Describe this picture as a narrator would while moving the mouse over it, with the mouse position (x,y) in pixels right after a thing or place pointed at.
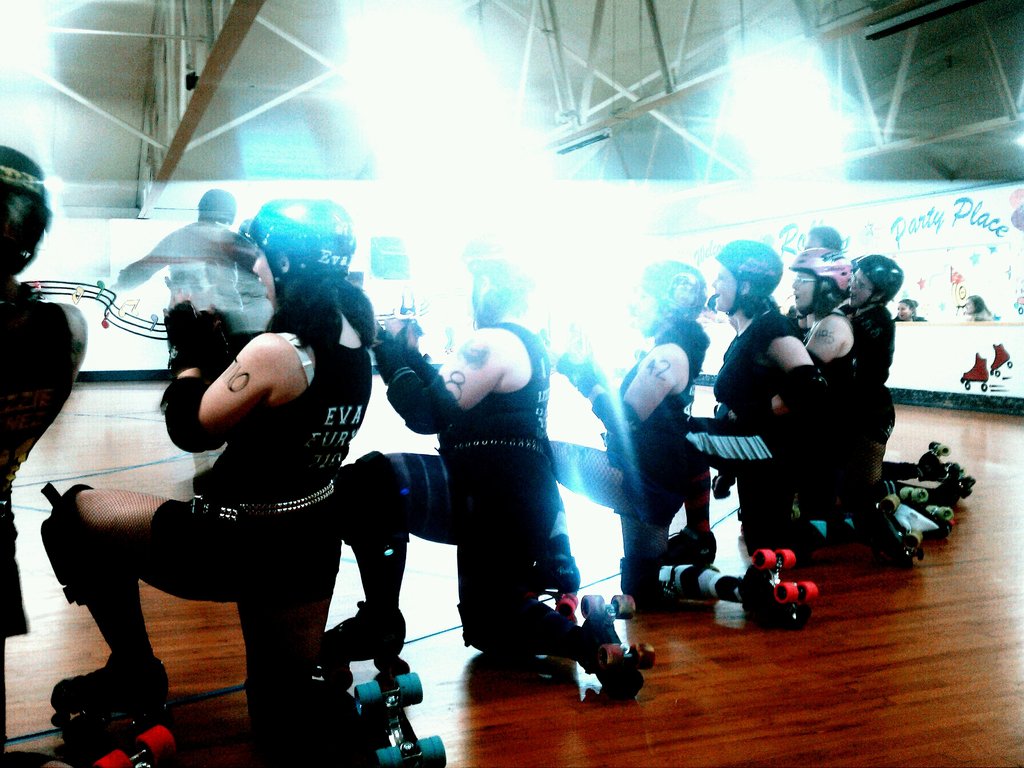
In this image we can see a few people (506,404) with skating shoes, also we can see the wall (614,225) with some images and text (787,246), at the top (675,87) we can see some metal rods (626,92).
